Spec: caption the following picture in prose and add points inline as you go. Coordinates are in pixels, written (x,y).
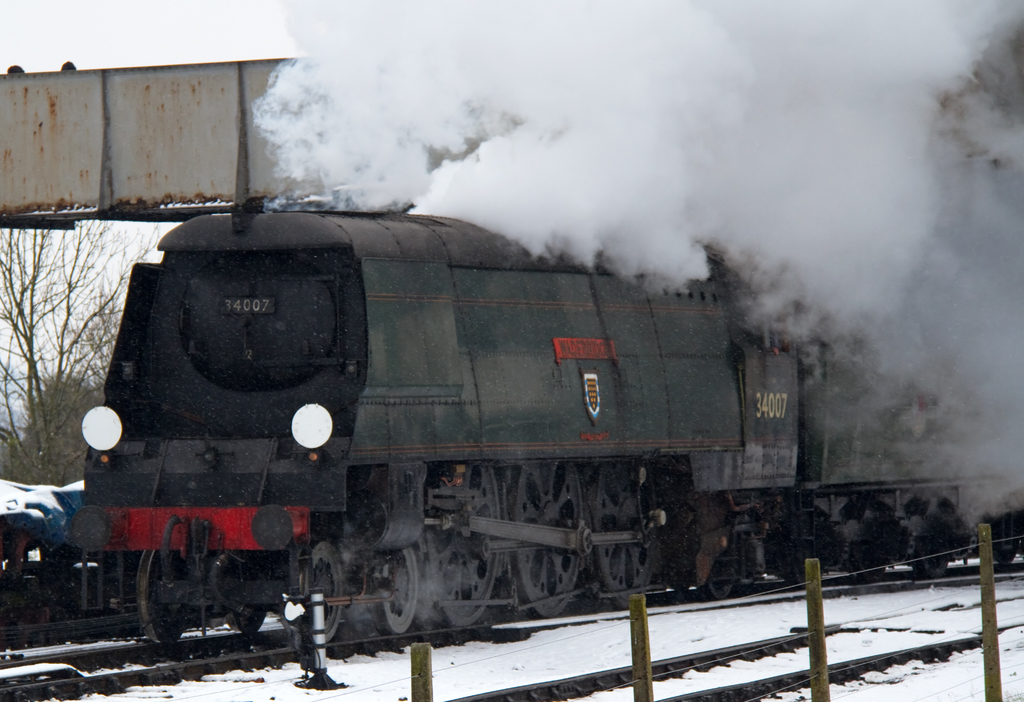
In the image in the center (577,359) we can see one train (619,497), which is in black color on the railway track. In the bottom of the image (469,682) we can see track (247,641), snow (604,643) and poles (641,655). In the background (473,29) we can see sky (73,353), clouds (142,30), smoke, trees (34,451), snow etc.
